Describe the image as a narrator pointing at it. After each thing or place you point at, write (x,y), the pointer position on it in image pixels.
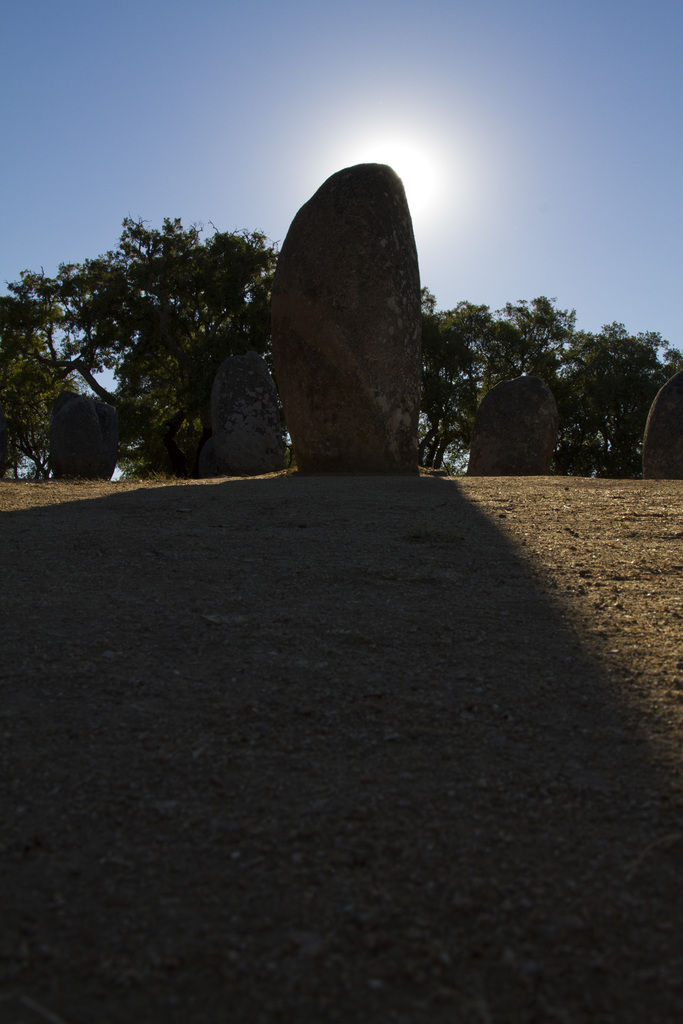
In the picture there are many tall stones (351,386) kept on the ground (326,628) and behind the stones (329,334) there are a lot of trees (433,319), there is a bright sunlight (402,180) falling on the ground (516,503).
